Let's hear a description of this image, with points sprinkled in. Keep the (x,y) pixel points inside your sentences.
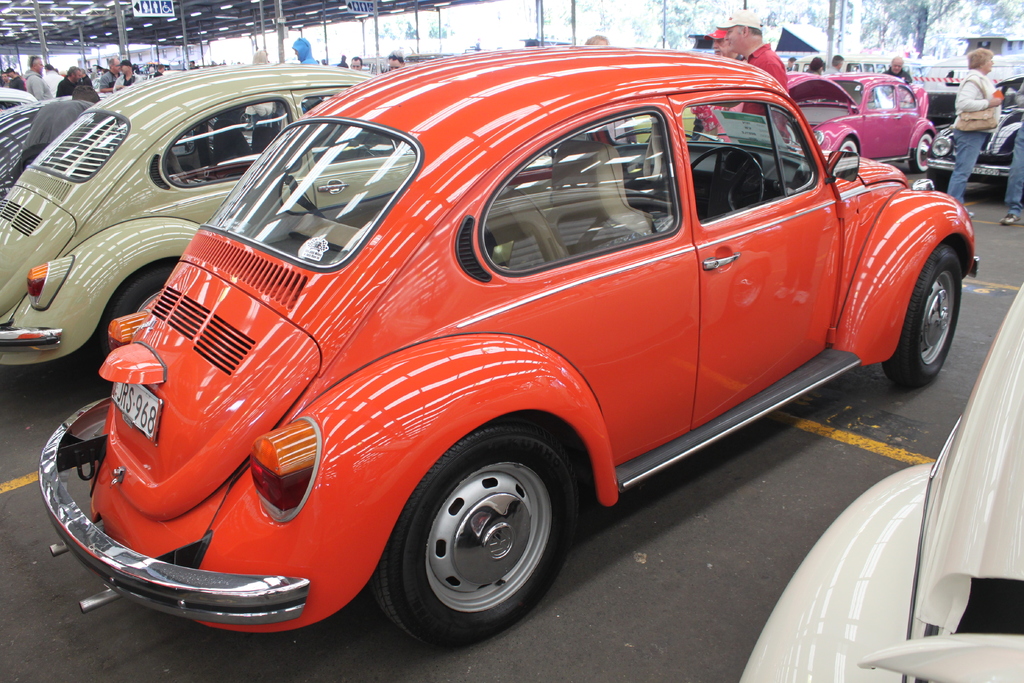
In this image I can see few vehicles (275,72), in front (394,429) the vehicles (336,362) are in orange and gray color. Background (425,35) I can see few other persons (77,78) standing and sky (484,21) in white color.
